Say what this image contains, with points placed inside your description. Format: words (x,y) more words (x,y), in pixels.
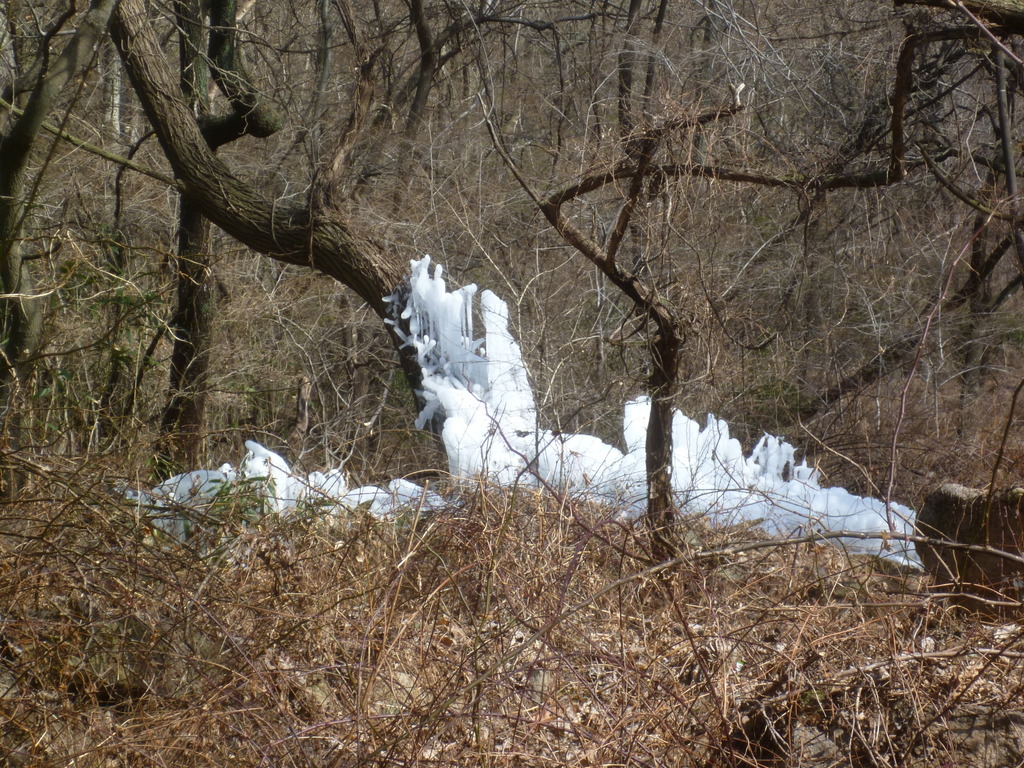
This image consists of trees (602,395) and there is something (490,442) in white color. There is grass (455,556) in the bottom (666,640). These are dried trees (510,298).
